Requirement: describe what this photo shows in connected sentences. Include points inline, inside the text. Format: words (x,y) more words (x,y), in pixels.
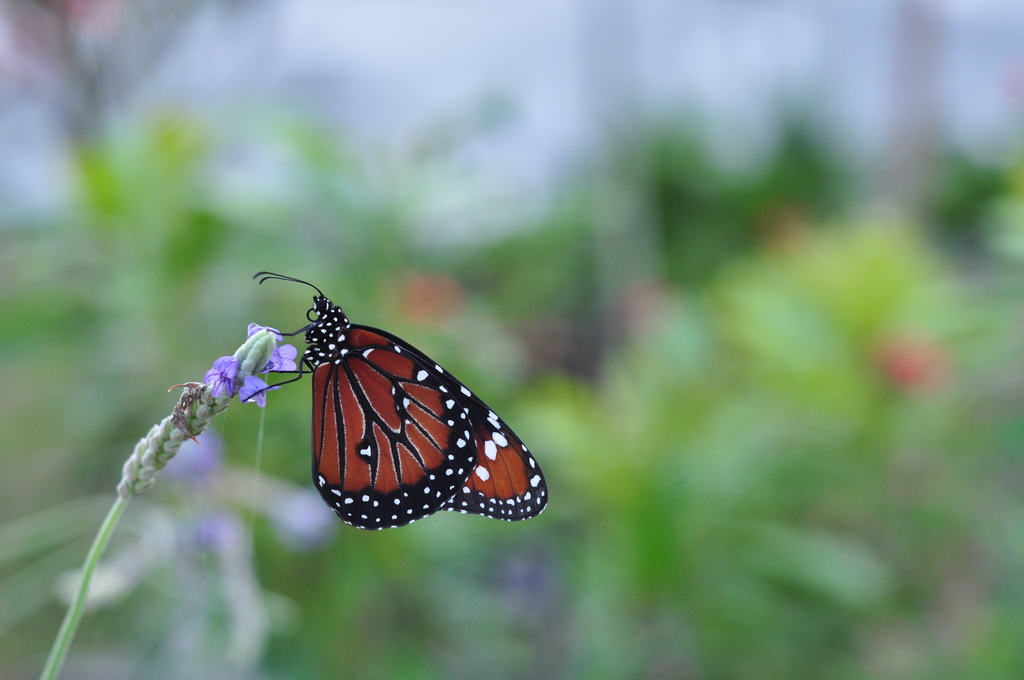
We can see butterfly (313,346) on flower (217,374). In the background (620,313) it is blur.
